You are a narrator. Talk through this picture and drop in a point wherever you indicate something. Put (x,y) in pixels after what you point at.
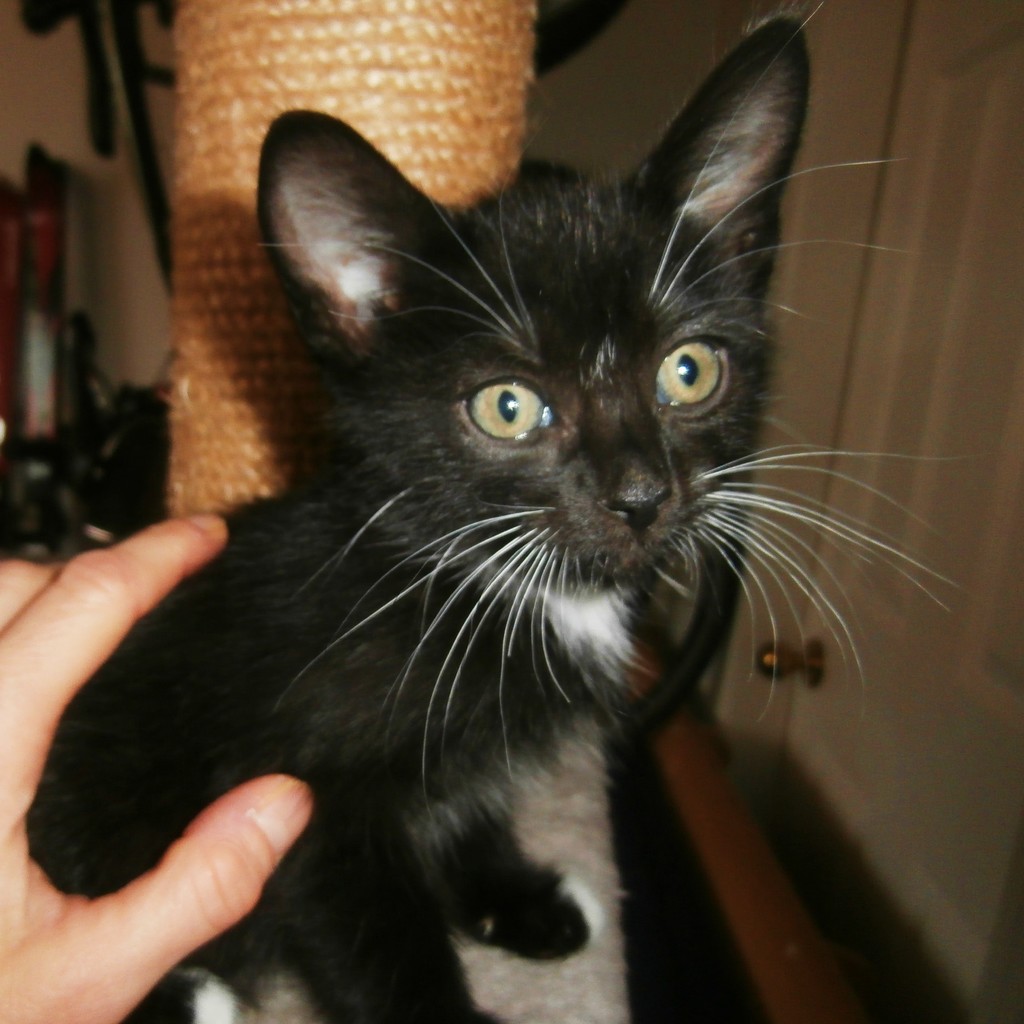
In the foreground (620,655) I can see a cat (589,632) and a person's hand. In the background (272,50) I can see a pillar (395,46), wall (16,6), door (894,255) and some objects (20,186). This image is taken may be in a room (276,417).
